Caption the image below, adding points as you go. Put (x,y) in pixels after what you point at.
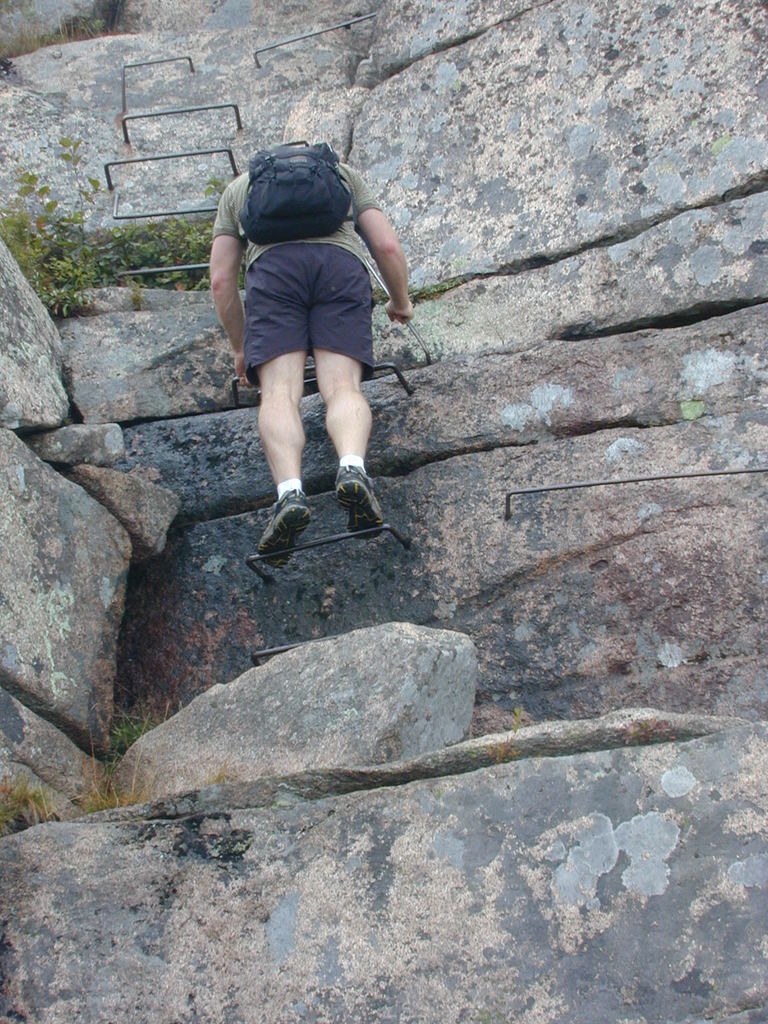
In this picture there is a hill (538,20) or a mountain (174,295). In the center of the picture (356,529) there is a person (327,373) climbing with the help of iron object (180,267). On the left (127,249) there are plants (114,251).
